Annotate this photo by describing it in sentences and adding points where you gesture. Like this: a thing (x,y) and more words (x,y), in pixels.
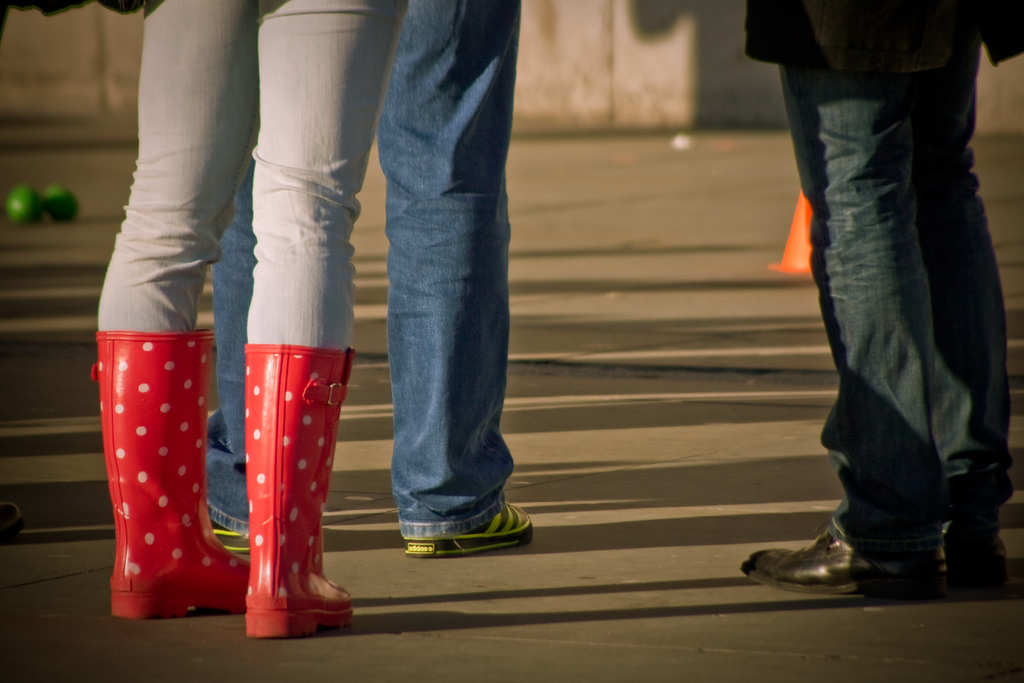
In this picture we can see the legs (460,254) of three people (188,383) on the road (677,285). In the background (635,25) we can see the wall (607,29) and some objects (23,195).
